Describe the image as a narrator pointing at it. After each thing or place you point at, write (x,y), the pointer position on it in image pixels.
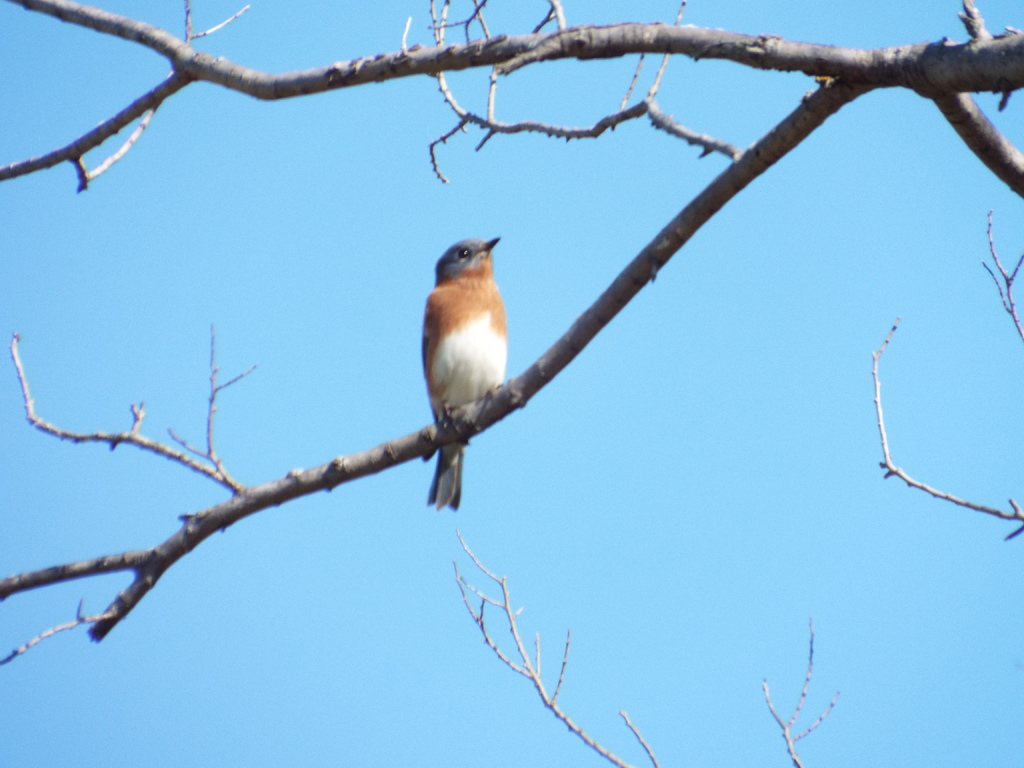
In this image I can see the bird (477,351) and the bird (463,315) is sitting on the dried tree (522,389). The bird (466,302) is in white and brown color, background (552,479) the sky (397,741) is in blue color.
